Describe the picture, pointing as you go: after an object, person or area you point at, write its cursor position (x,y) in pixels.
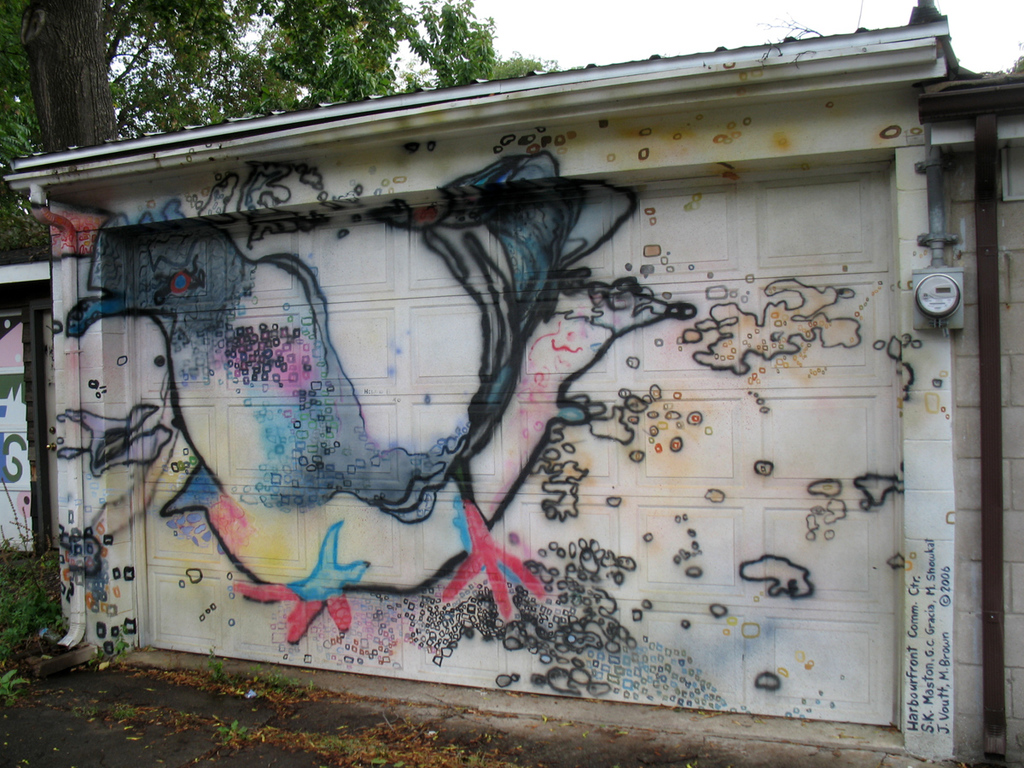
In this image there is a graffiti (270,378) on the wall (310,339). On the left side (32,581) there are leaves (20,629). In the background (156,55) there are trees (360,42) and the sky (663,8) is cloudy and there is some text (933,592) written on the wall (966,610).
